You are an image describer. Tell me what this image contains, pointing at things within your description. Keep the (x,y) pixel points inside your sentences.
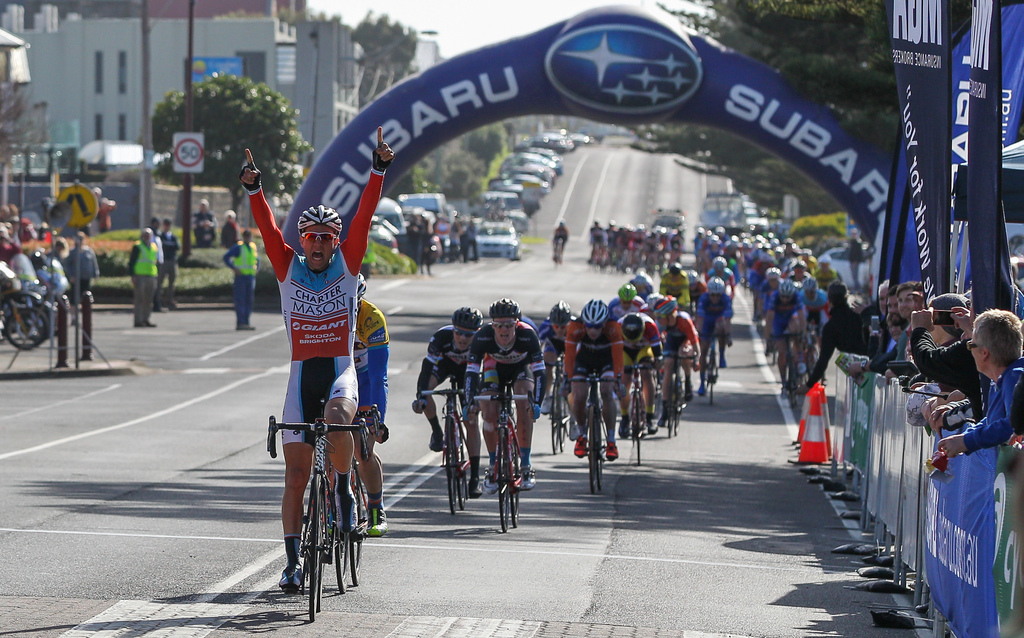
In this image we can see persons (338,227) riding bicycles (361,496), motor vehicles (493,238) on the road (241,471), people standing on the road (781,525), traffic cones (814,441), advertisement arch (401,142), flags (913,237), buildings (287,74), poles (143,170), sign boards (62,204), trees (410,55) and sky (460,32) with clouds (680,4).
